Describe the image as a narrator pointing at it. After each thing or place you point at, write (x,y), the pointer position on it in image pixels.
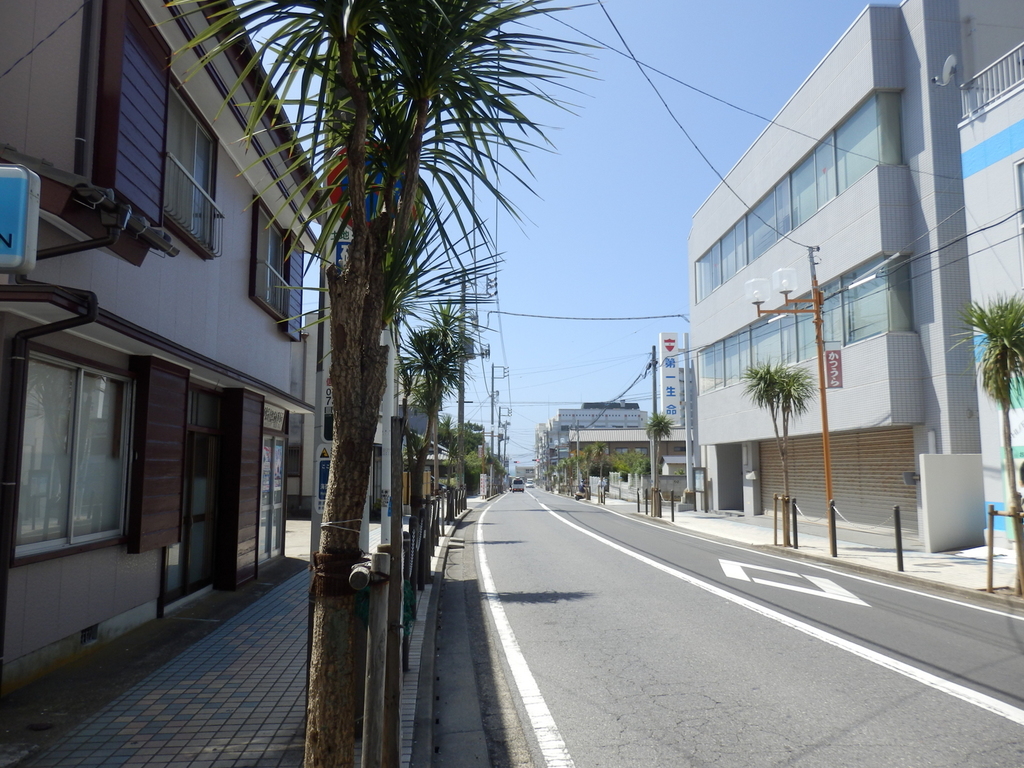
In this image we can see road (708,617). To either side of the road (727,619) we can see trees (363,386), buildings (70,348), windows (53,429), glass doors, fence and light poles (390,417). In the background (639,412) there are trees (468,436), poles (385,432), buildings (419,423), wires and sky (532,380).
